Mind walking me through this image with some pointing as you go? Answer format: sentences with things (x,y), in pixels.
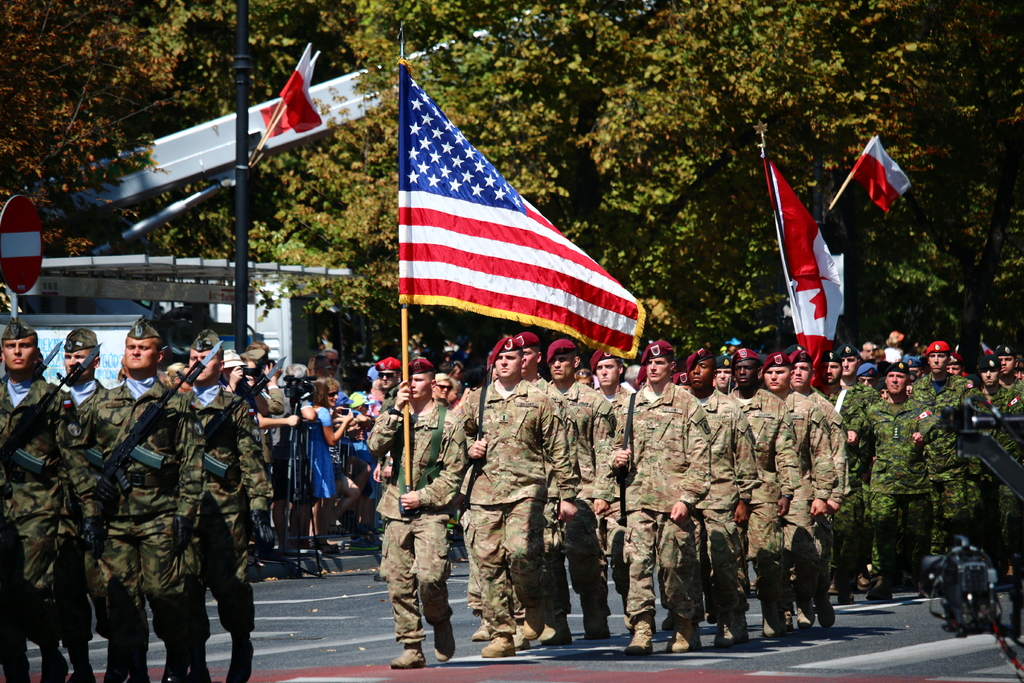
In the image we can see there are people (653,504) standing on the road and holding flags (820,374) in their hand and there are other people (186,453) holding rifle (114,471) in their hand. Behind there are trees (997,101).
